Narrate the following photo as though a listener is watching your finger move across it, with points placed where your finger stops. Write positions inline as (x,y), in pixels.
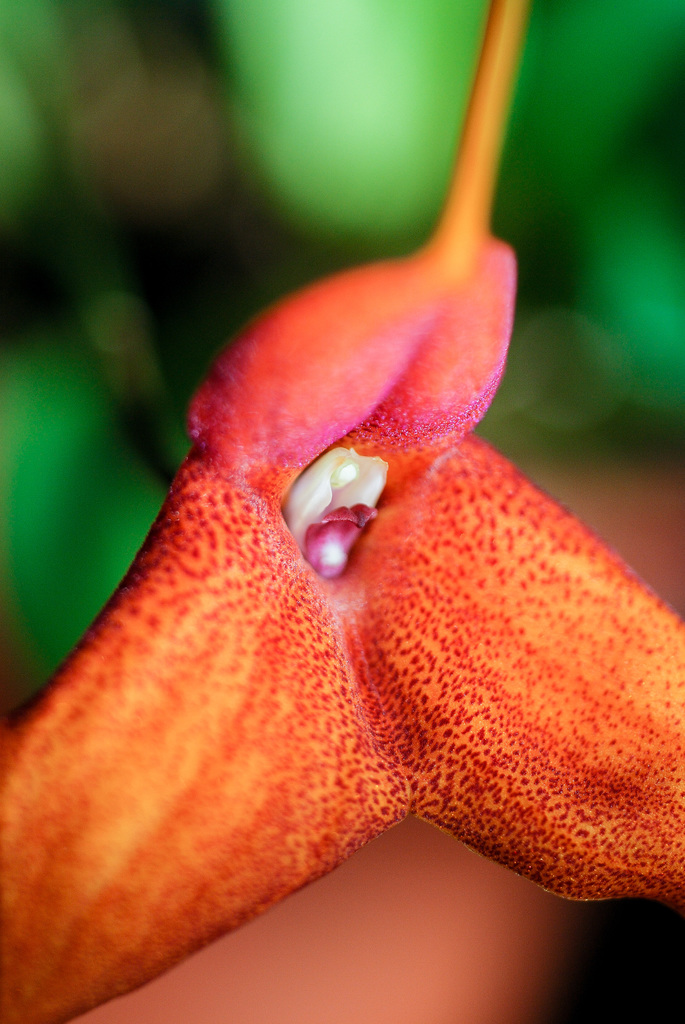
In the middle of the image (288,657) we can see a flower (293,636) and we can find blurry background (313,168).
